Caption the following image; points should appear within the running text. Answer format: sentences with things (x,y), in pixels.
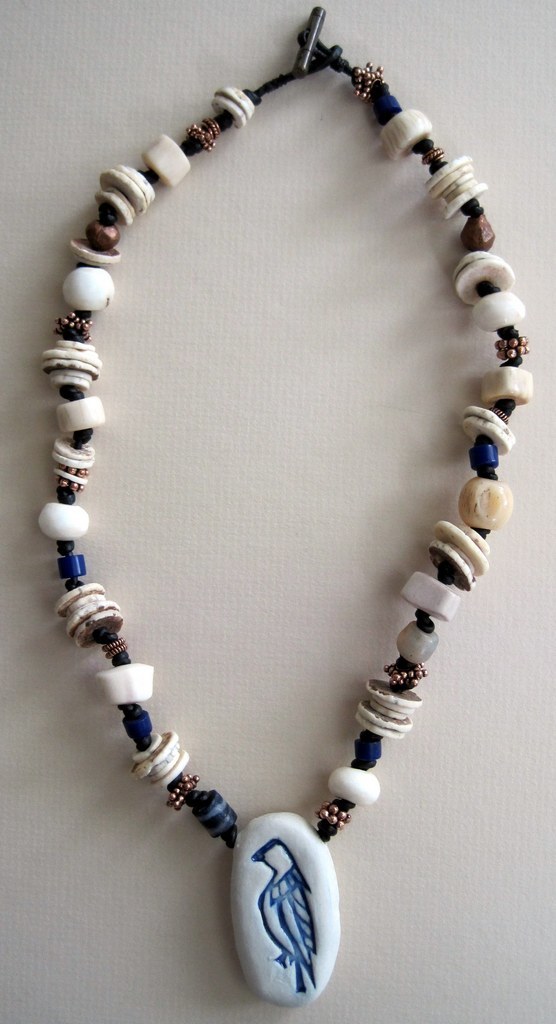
In this image we can see a necklace (69,562) on a platform (284,517).
